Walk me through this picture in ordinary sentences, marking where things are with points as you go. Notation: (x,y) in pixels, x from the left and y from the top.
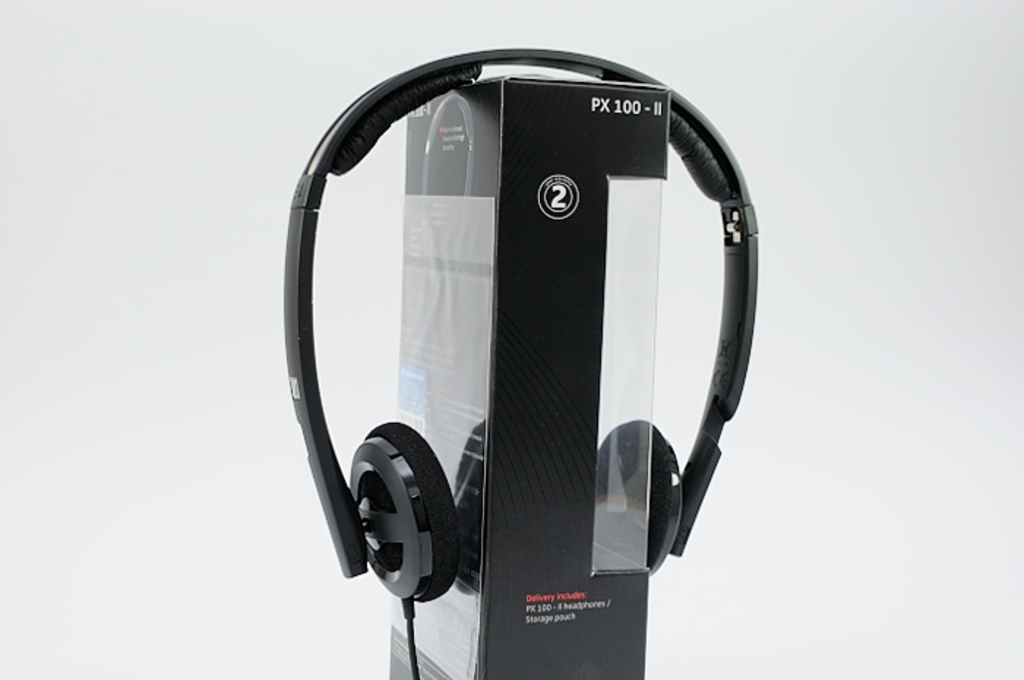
This image consists of headphones (417,536) and a box (436,389) in the middle (442,316). They are in black color.
